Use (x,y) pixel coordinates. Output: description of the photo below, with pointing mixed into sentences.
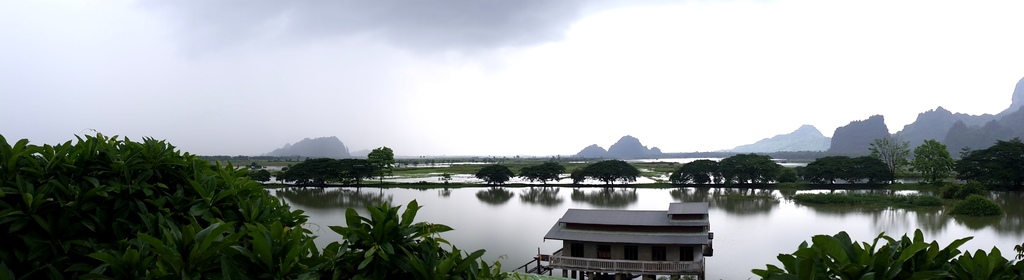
In the center of the image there is a house (652,212) on the water (659,192). There are trees (285,247). In the background of the image (912,139) there are mountains (331,149). At the top of the image (918,92) there are clouds (467,58) in the sky (528,53).
